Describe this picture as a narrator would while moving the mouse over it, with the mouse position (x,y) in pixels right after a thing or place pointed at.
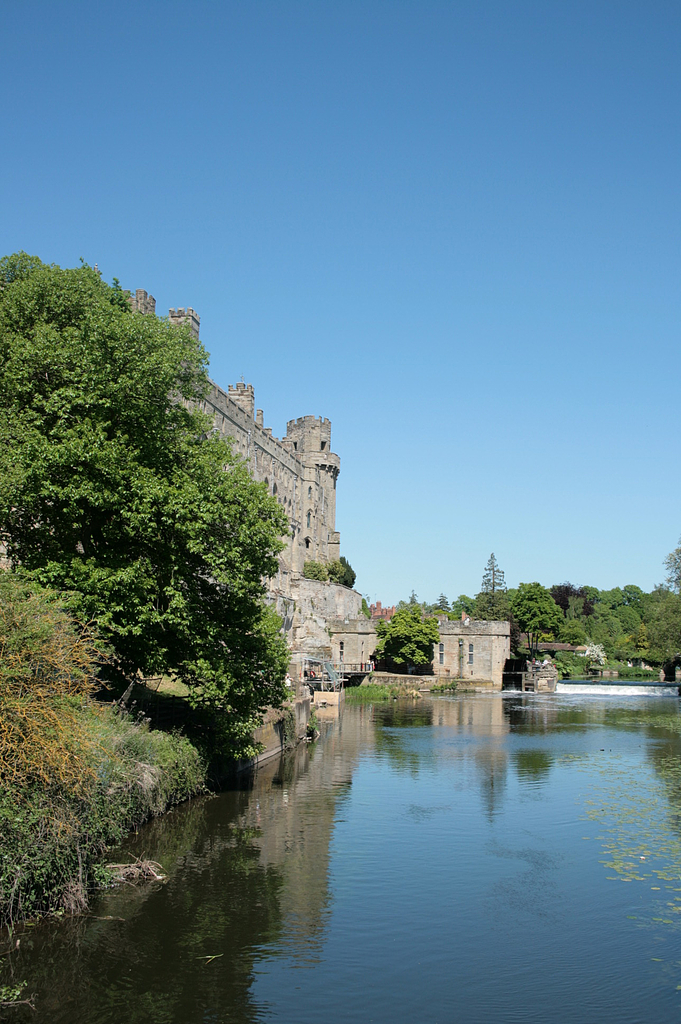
In this image we can see the building (340,636) and trees (401,638) and in front of the building (477,626) we can see the water (442,697). In the background (447,176), we can see the sky (478,333).
